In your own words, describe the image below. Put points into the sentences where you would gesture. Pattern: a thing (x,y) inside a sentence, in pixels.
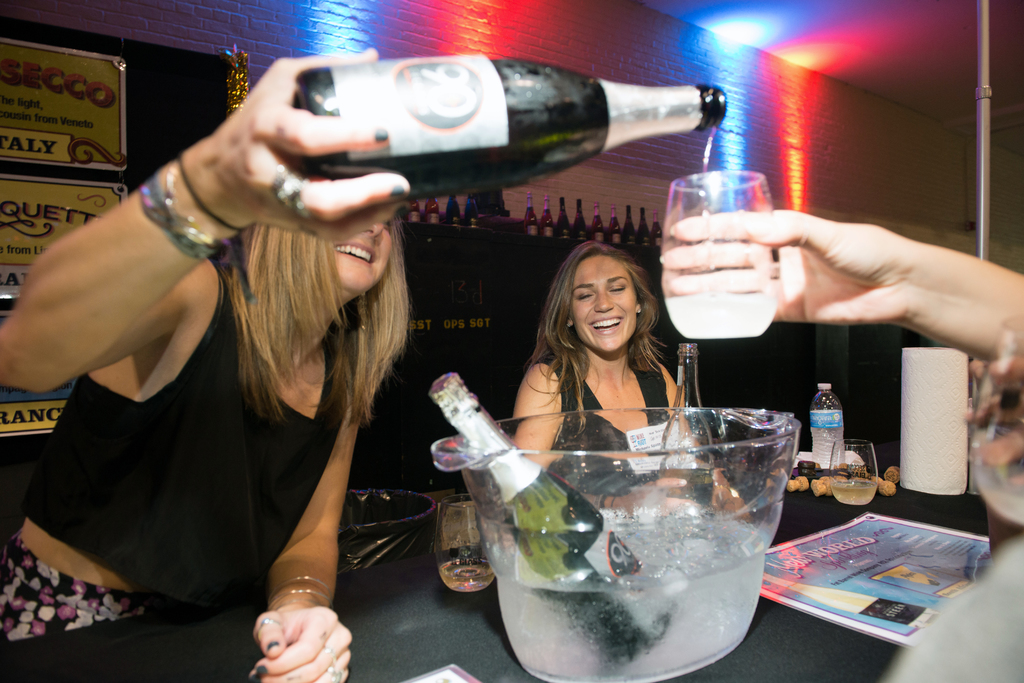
There is a woman (343,481) on the left side (23,637). She is pouring a wine (568,156) into the glass (758,192) which is held by this hand (917,282). There is woman (633,274) in the center (536,393) and she is smiling. This looks like a table (790,629) where a bottle (825,435), a glass (859,463) and a wine bottle (593,511) which is kept on a water tub (721,555) are all kept on it.
